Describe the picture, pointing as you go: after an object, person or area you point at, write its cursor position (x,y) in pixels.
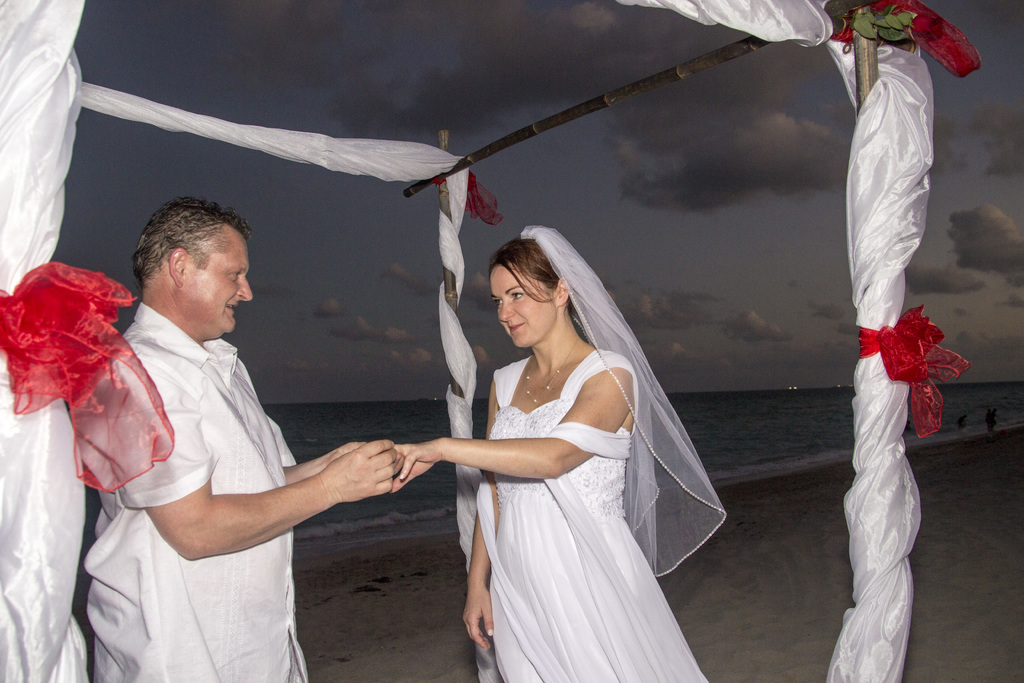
In the center of the image (558,362) there are two persons (215,478) wearing white color dress (552,644). To the left side of the image (65,14) there is a white color cloth (66,145). There are sticks (480,158). In the background of the image (796,282) there is sky (360,374) and water (376,414). At the bottom of the image (944,641) there is sand (776,657).
